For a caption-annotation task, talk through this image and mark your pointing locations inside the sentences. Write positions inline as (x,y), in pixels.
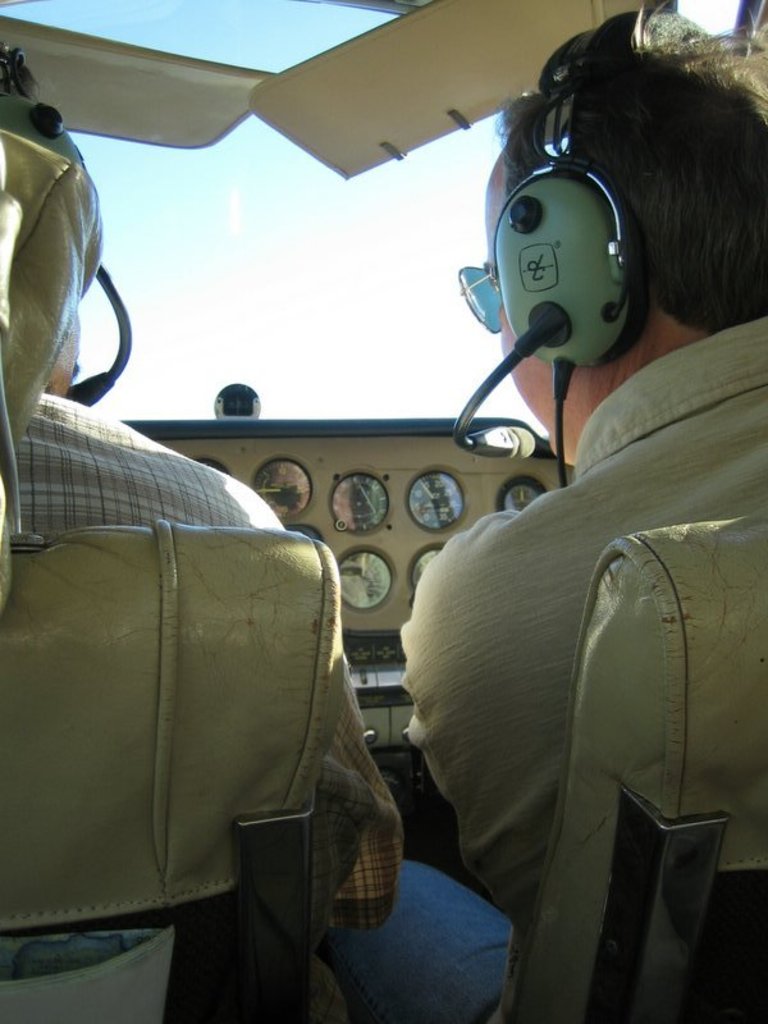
In the picture we can see two persons (678,465) sitting in cockpit (281,539).
